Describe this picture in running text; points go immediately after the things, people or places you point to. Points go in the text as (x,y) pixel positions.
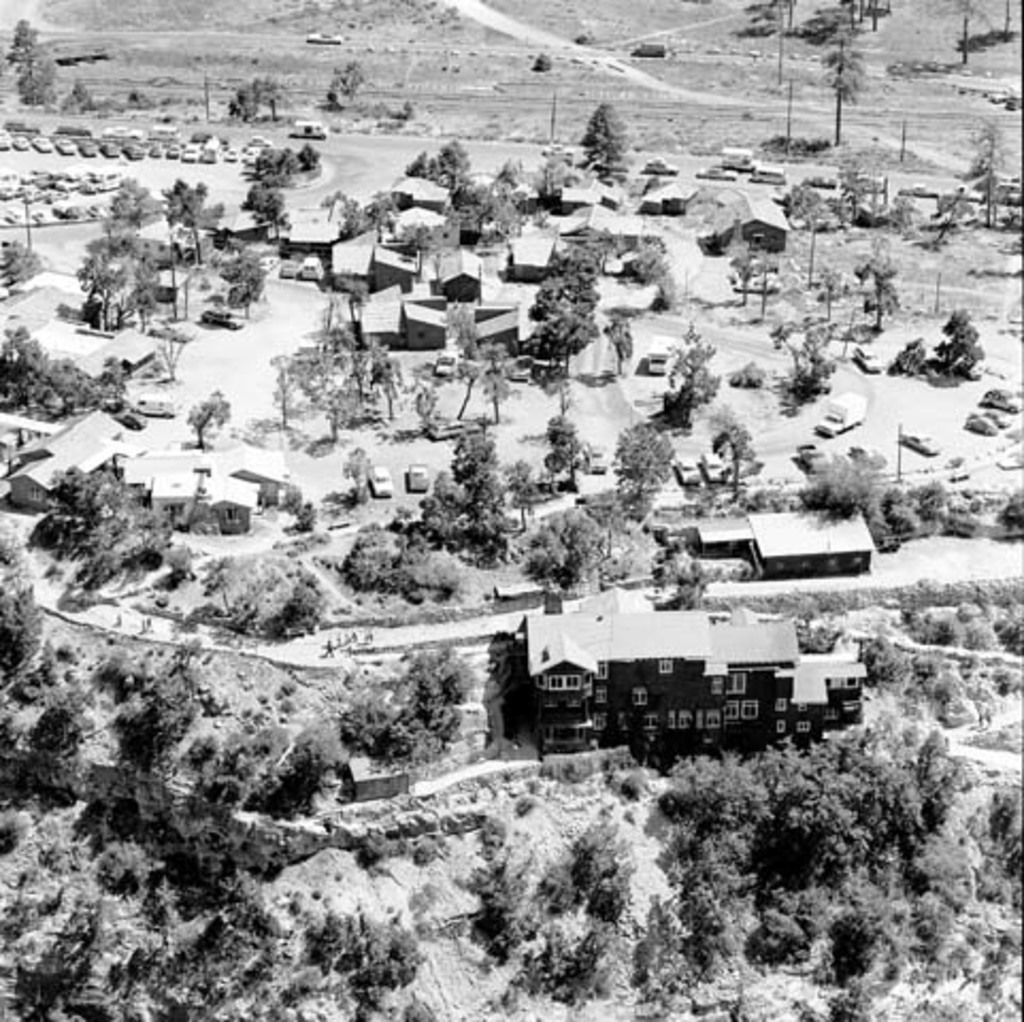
Here in this picture we can see an aerial view, from which we can see number of houses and buildings (607,600) present on the ground (359,663) and we can also see plants (649,460) and trees (303,604) present and we can see some part of ground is covered with grass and we can also see number of cars (19,142) present.
